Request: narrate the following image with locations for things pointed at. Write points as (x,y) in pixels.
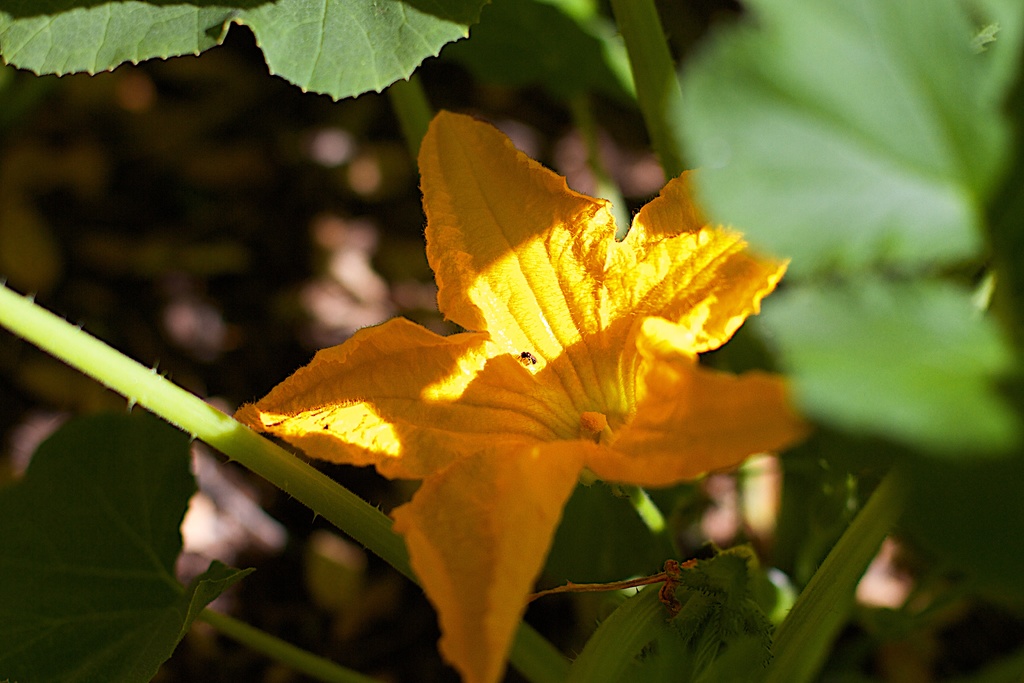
In the center of the picture (559,236) there is a flower (518,332). In this picture we can see leaves (751,664) and stems (780,650) of a plant (638,505). The background (207,231) is blurred.
